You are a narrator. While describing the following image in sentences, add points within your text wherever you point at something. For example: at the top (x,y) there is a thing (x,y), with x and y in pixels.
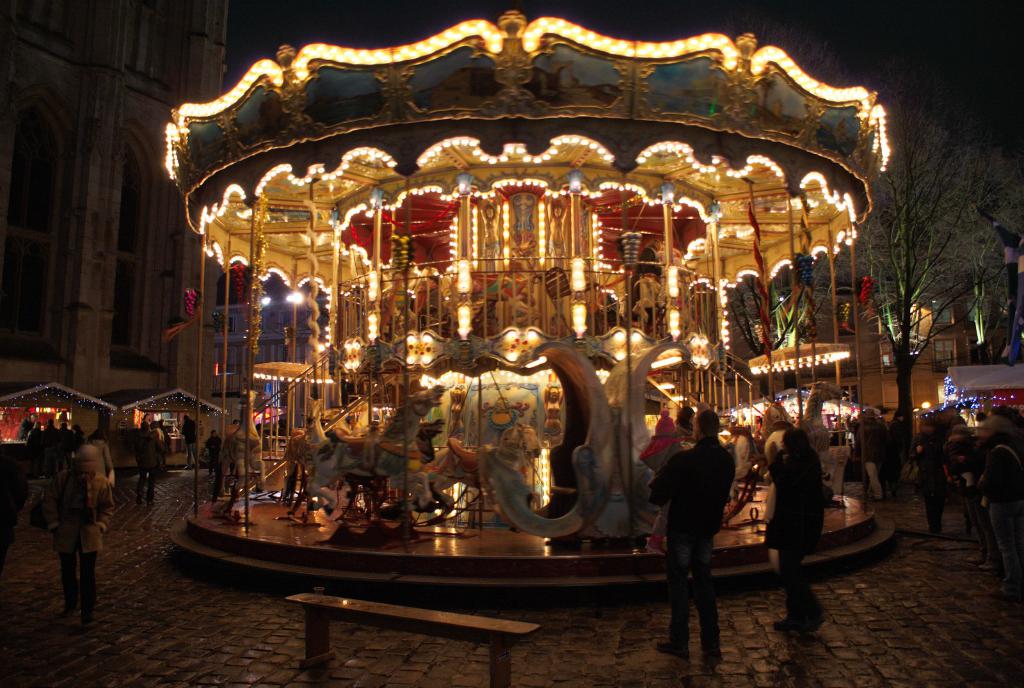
There are people (794,521) present at the bottom of this image (672,474). We can see a carousel (352,422) in the middle of this image (633,344). There is a building (100,226) on the left side of this image (76,224). We can see trees (868,259) on the right side of this image (869,249).
